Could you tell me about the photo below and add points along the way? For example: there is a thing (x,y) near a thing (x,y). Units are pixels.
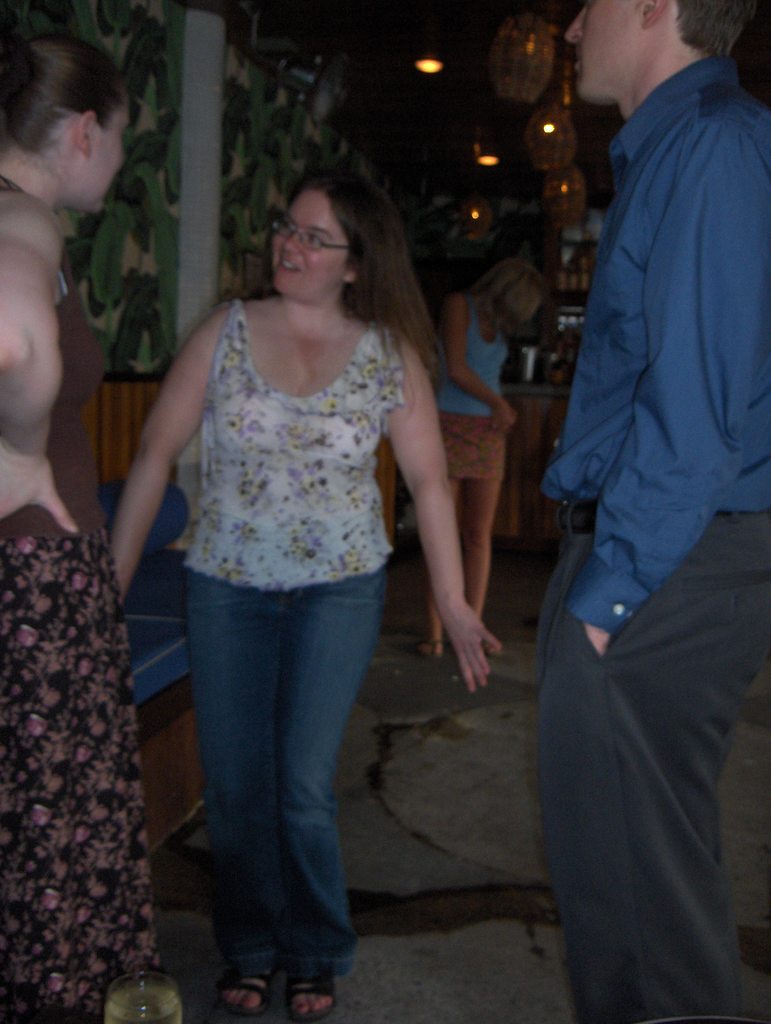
This is an inside view. On the right side (716,689) a man (656,607) is wearing blue color shirt (660,281) and standing. On the left side (68,684) a woman (60,674) is standing. In the middle of these two persons (644,413) a woman (251,452) is dancing on the floor (412,949). In the background (481,302) a woman (479,374) standing and there is a wall (221,164). At the top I can see few lights (427,65).
